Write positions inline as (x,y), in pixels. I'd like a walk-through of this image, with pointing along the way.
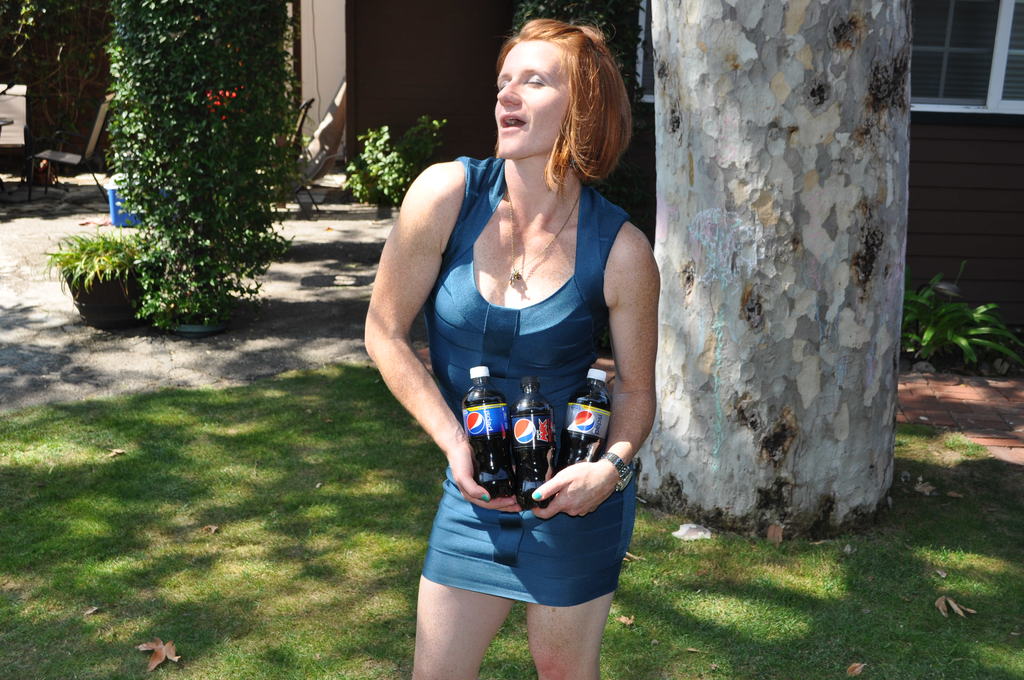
In the image there is a lady (563,271) standing and holding soft drink bottles (534,436) in her hands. Behind her there are potted plants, bushes (175,170) and also there is a tree trunk (780,171). Behind them there is a house (499,54) with walls (948,233). And on the ground (180,477) there is grass (290,460).
